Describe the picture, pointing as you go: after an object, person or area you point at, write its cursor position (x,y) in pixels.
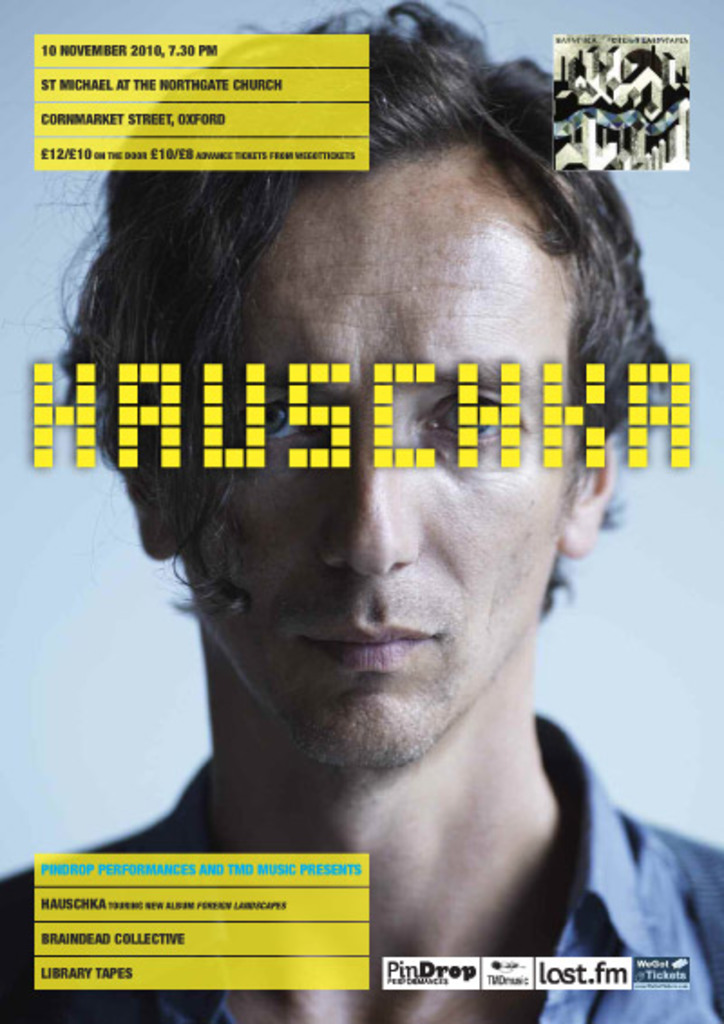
There is text (298,395) in the middle of this image (347,381), at the top of this image (242,82) and at the bottom of this image (198,902) as well. We can see a person (401,515) in the foreground (493,285).
